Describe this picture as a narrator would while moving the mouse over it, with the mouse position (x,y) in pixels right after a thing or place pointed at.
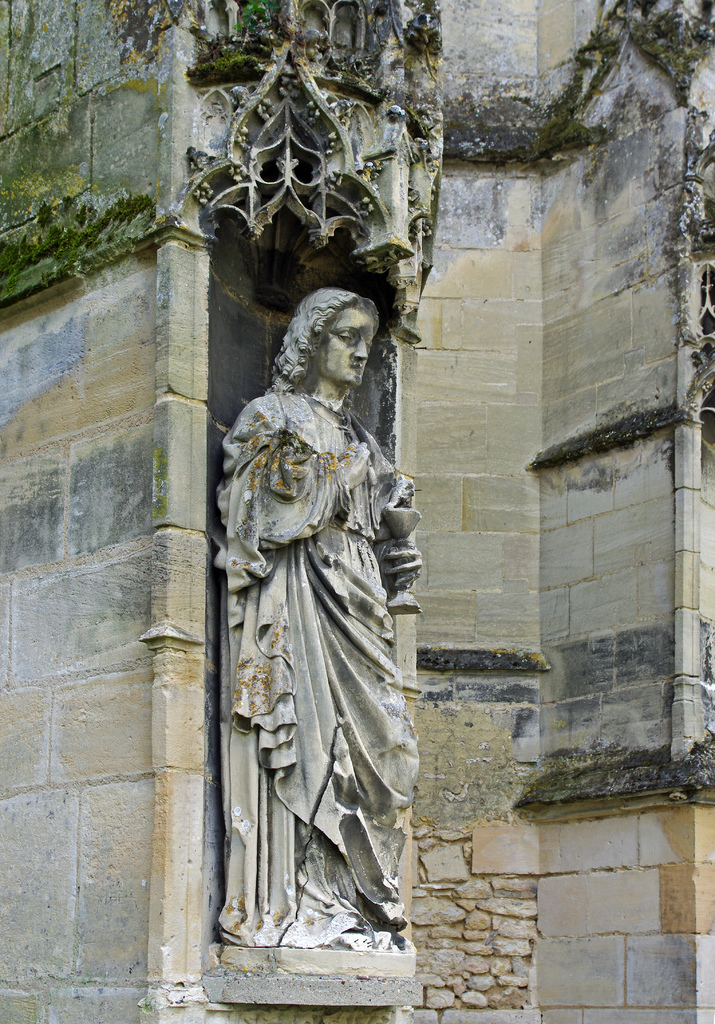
In this picture I can see a sculpture (251,698) on the wall (437,390) and I see the designs (348,166) on the top of this picture (240,106).
